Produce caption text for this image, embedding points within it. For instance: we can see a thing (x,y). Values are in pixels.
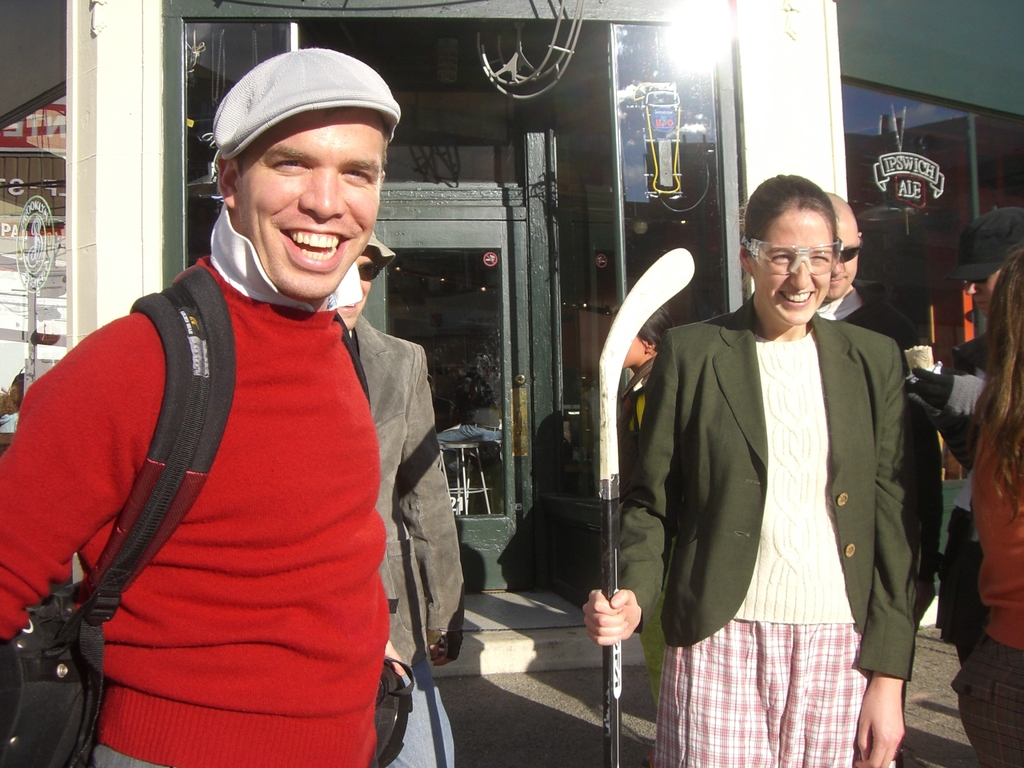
In the picture we can see a man (72,435) and a woman (734,481) are standing near the building (140,120) in the sunshine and they both are smiling, man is wearing a red color T-shirt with a bag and woman (751,484) is wearing a green color blazer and holding a stick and behind them we can see some people (993,346) are standing and we can see a door (479,391) with a green color frame (459,218) and glass (472,380) to it.
